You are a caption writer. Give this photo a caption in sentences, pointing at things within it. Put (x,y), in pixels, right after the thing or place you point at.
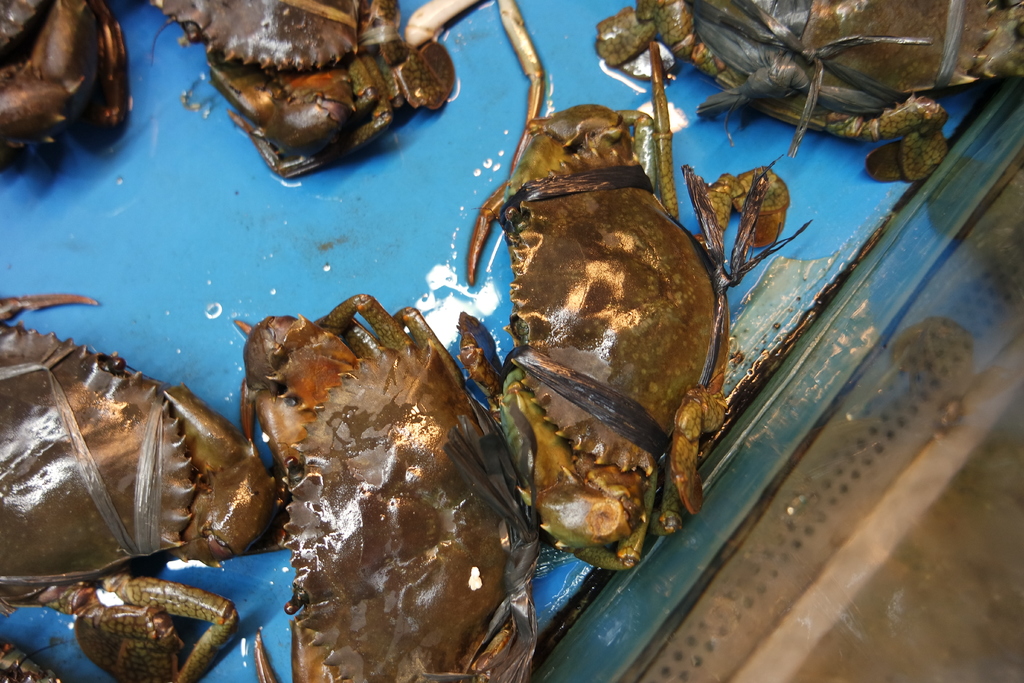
In this image we can see some crabs (559,432) on the surface (952,103).
